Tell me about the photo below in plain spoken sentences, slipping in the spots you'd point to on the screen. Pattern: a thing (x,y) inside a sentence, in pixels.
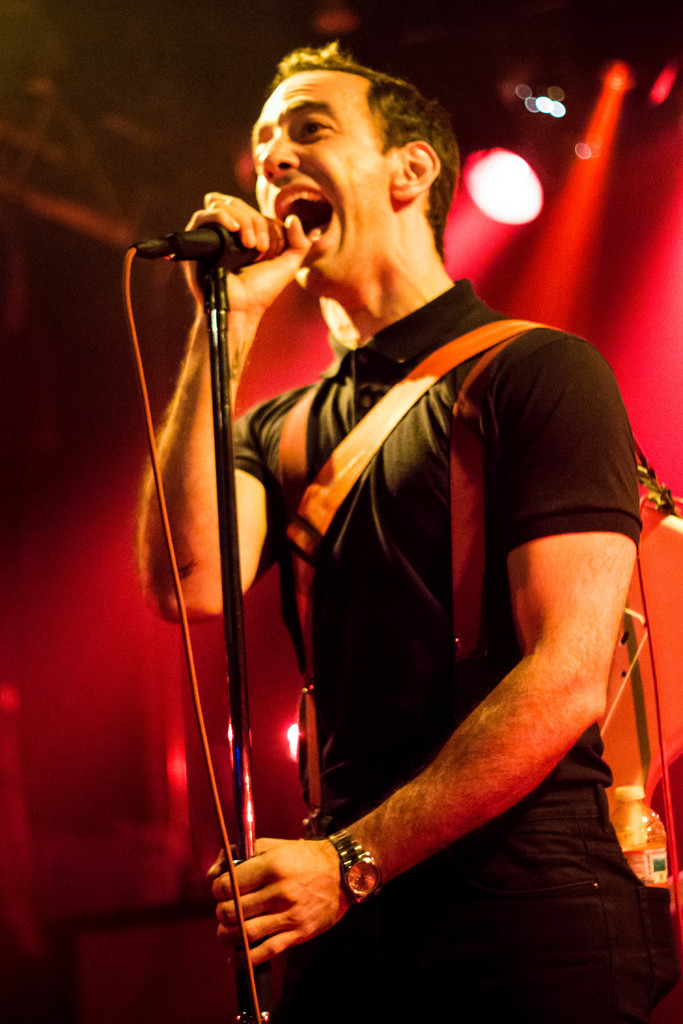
In the foreground of this image (487,643), there is a man (428,639) holding a mic (202,245) and stand (242,854) and also wearing a guitar (625,665). In the background (648,286), there is a red light (535,178).
